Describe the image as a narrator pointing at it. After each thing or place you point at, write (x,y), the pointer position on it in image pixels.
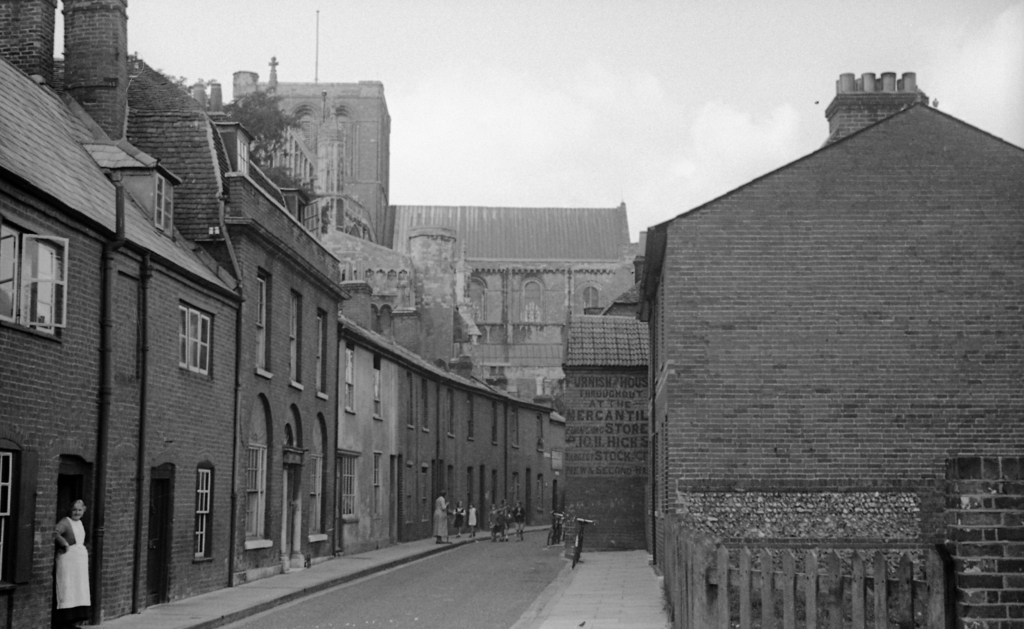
This is a black and white image. In this image we can see buildings (265,441), persons (461,528) standing, bicycles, plants (245,117), poles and sky (444,110).
